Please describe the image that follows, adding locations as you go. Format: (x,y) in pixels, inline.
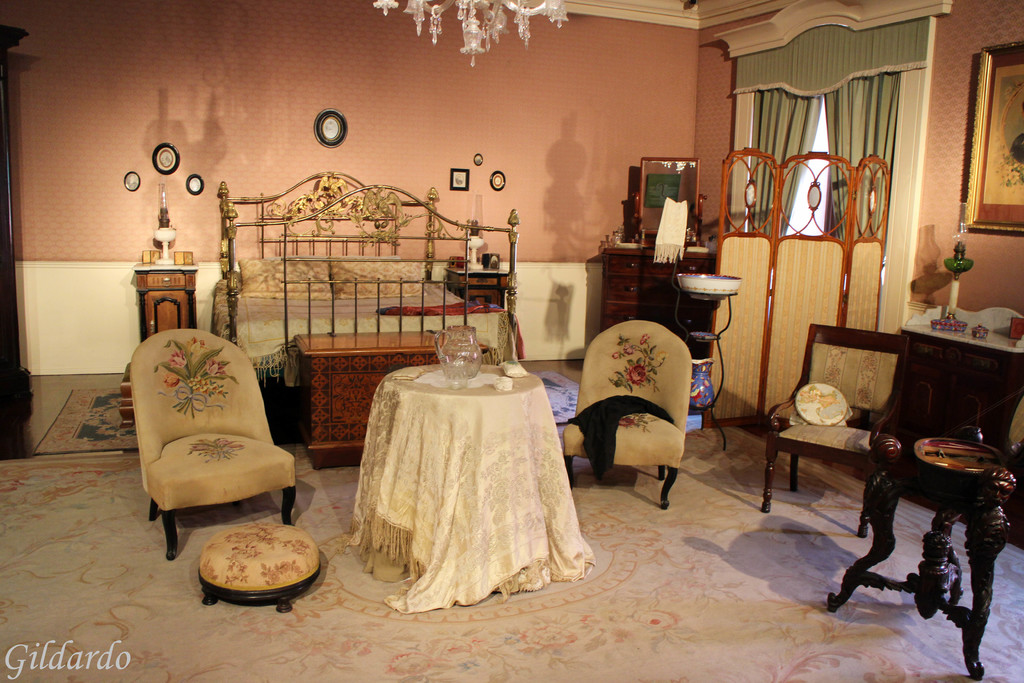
Here in this picture in the middle (510,442) we can see a table (459,452) and couple of chairs (206,409) present on the floor (580,494) over there and we can also see a stool (286,552) over there and behind that we can see a bed (328,307) with pillows (360,283) on it present over there and on the table (479,419) we can see a jug (465,365) present, at the top (464,50) we can see a chandelier (507,8) and on the right side (691,192) we can see a mirror (641,166) present on the table (641,256) over there and we can see window (812,152) with curtains (784,225) and on the left side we can see a lamp (169,217) present on the table (142,276) over there and we can see stools (243,566) and chairs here and there.
